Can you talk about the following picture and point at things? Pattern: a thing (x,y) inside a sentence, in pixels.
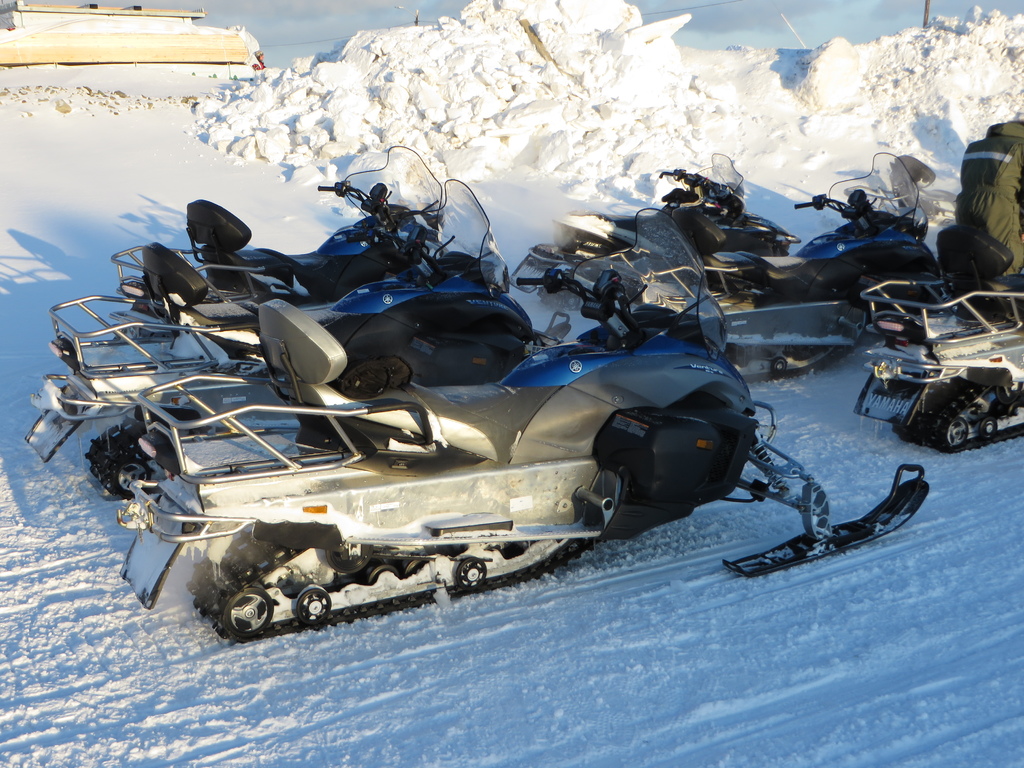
In this image we can see motor vehicles (469,398) placed on the snow (773,217).
